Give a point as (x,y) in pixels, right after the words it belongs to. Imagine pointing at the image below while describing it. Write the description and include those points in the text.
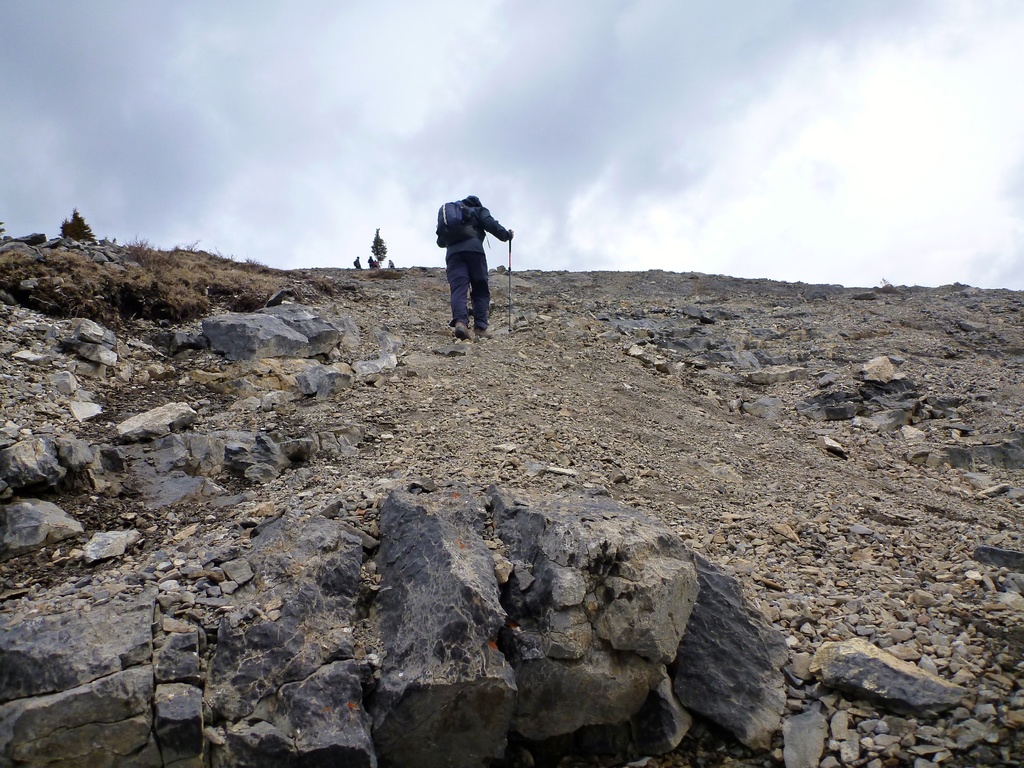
In the picture there is a person (476,331) walking and holding a stick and carrying a bag (445,233). We can see rocks (928,410), trees (69,225) and grass (179,263). In the background of the image (339,170) we can see the sky (797,219).
